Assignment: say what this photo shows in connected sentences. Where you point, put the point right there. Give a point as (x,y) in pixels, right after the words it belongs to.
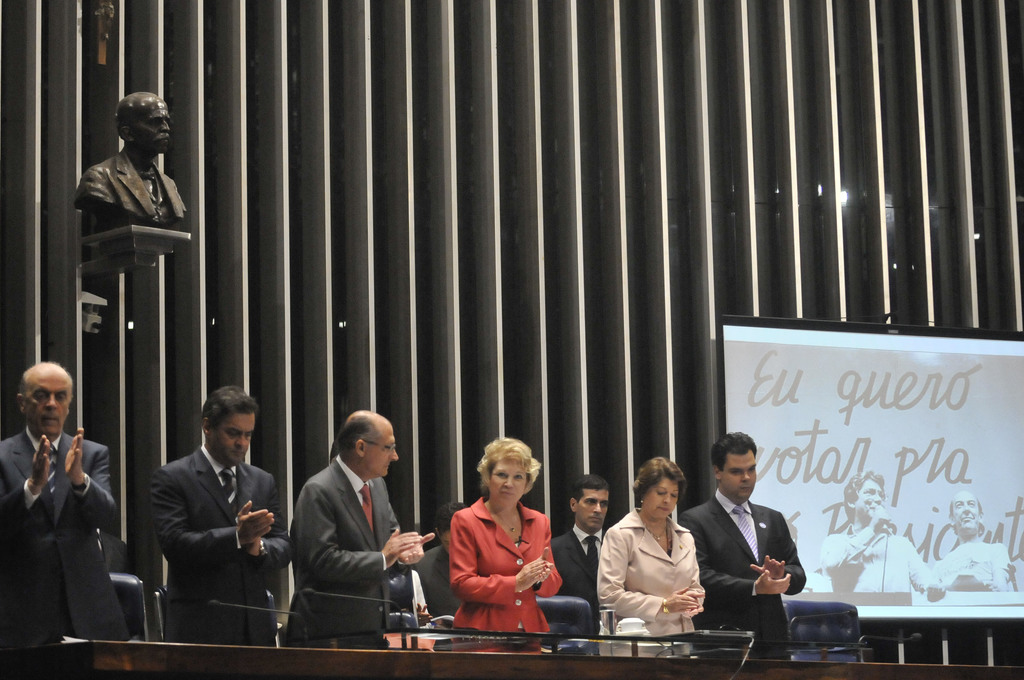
In the picture we can see some people (476,568) are standing near the desk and clapping their hands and they are wearing blazers (201,536), ties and shirts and beside them, we can see a white color board (816,563) and something written on it and behind it we can see a wall (3,128) and a person sculpture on the top of the wall (460,146).
